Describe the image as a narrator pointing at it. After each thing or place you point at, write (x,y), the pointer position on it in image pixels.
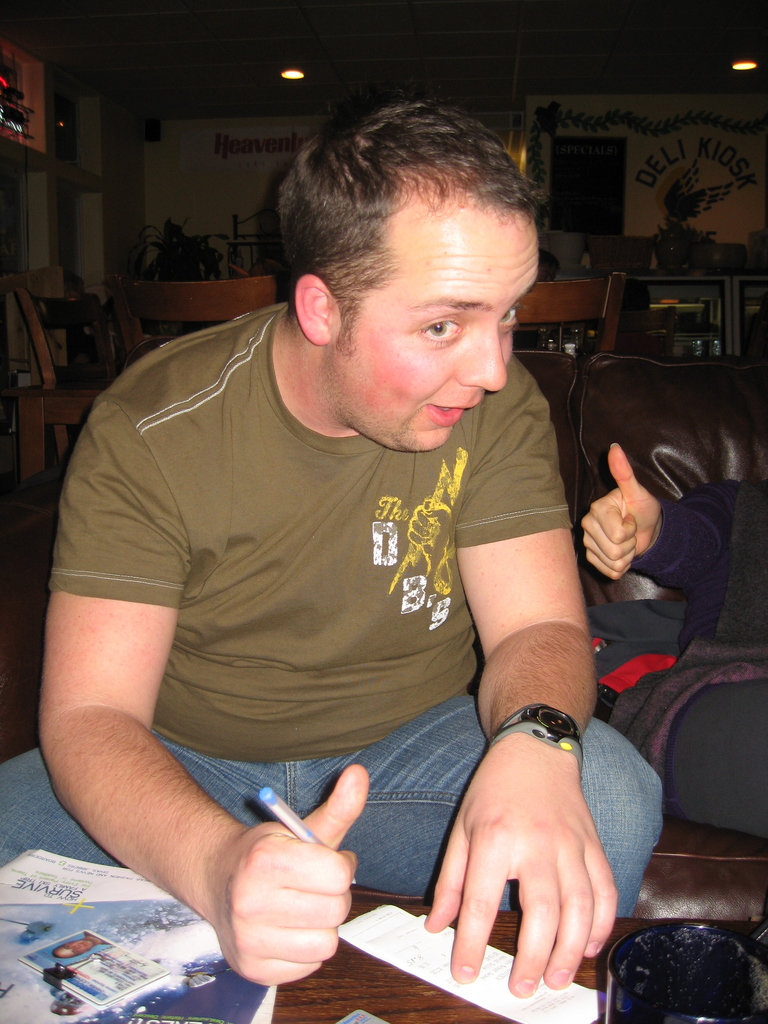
The image is taken in the room (147,192). In the center of the image (356,367) there is a man (474,864) sitting on a sofa (669,910). He is holding a pen (286,808) in his hand (310,872). At the bottom (317,995) there is a table (307,992). We can see books (217,971), paper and a mug (624,992) placed on the table (363,975). In the background (177,288) there are chairs (81,315) and some racks (683,302). At the top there are lights (286,73).
